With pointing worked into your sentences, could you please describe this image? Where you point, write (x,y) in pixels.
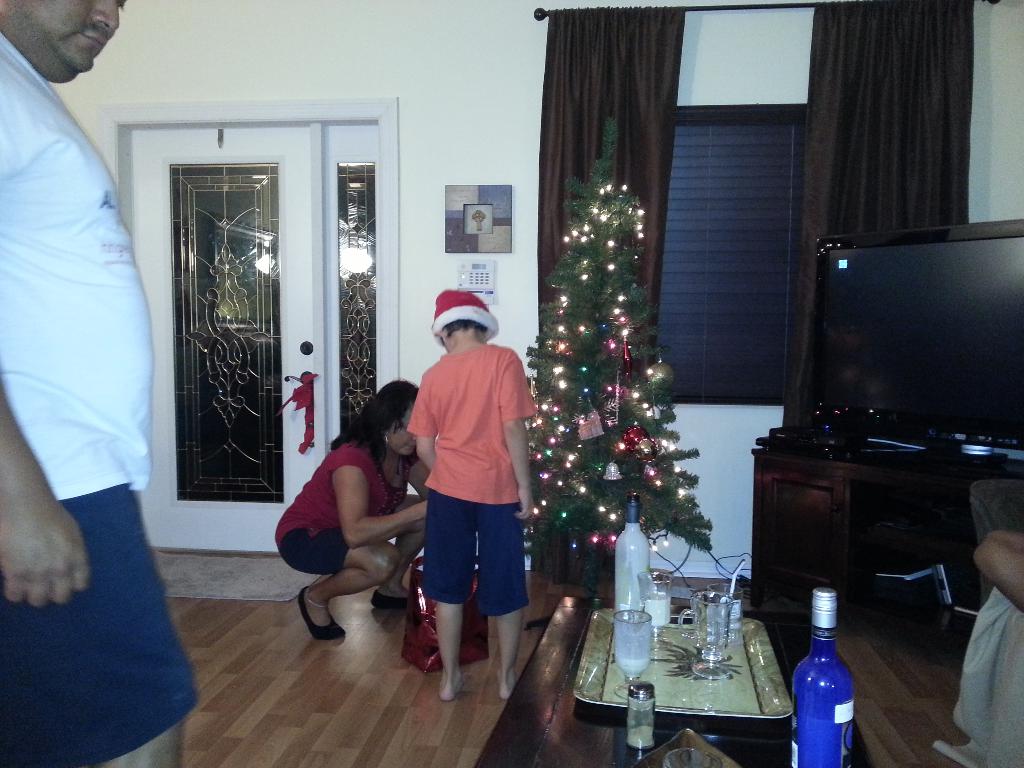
There is a man (45,634) standing in the left side of the image (27,239), in the middle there is a table (586,751) on that table (578,764) there is a plate (728,670) and there are some glasses (712,668) and bottle (806,719) kept on the table (771,733), There is a television (962,333) in black color, In the background (272,206) there is a door (249,229) of white color, and there is a curtain (625,89) of black color.
